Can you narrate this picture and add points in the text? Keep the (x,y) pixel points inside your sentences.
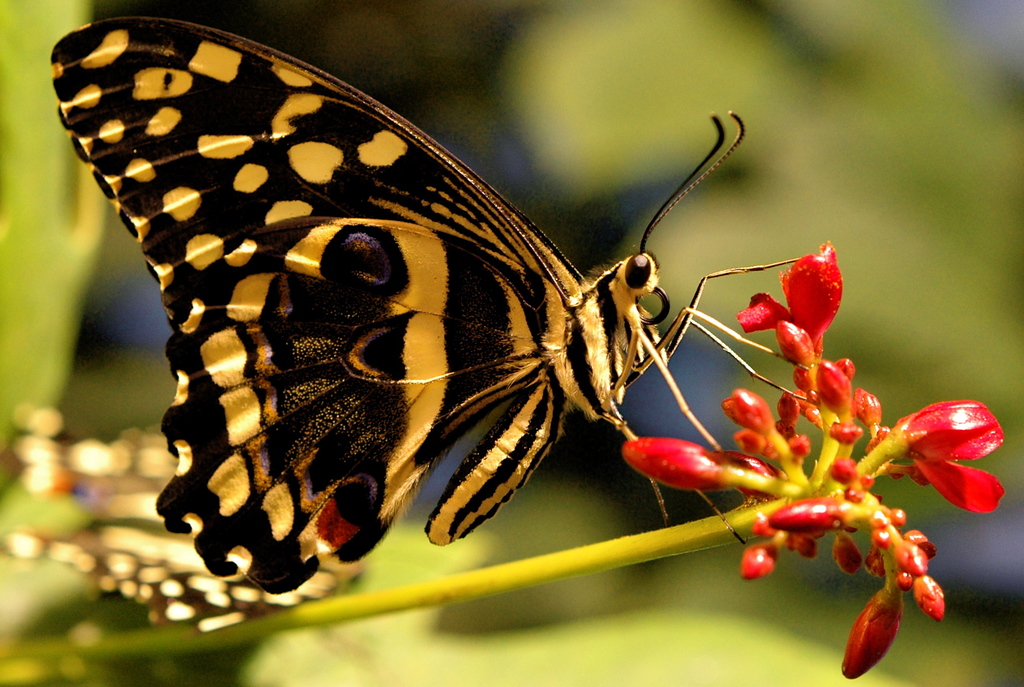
In this image we can see a butterfly (458,358) on the stem (444,595) of a plant (573,559). We can also see some flowers (728,464).
